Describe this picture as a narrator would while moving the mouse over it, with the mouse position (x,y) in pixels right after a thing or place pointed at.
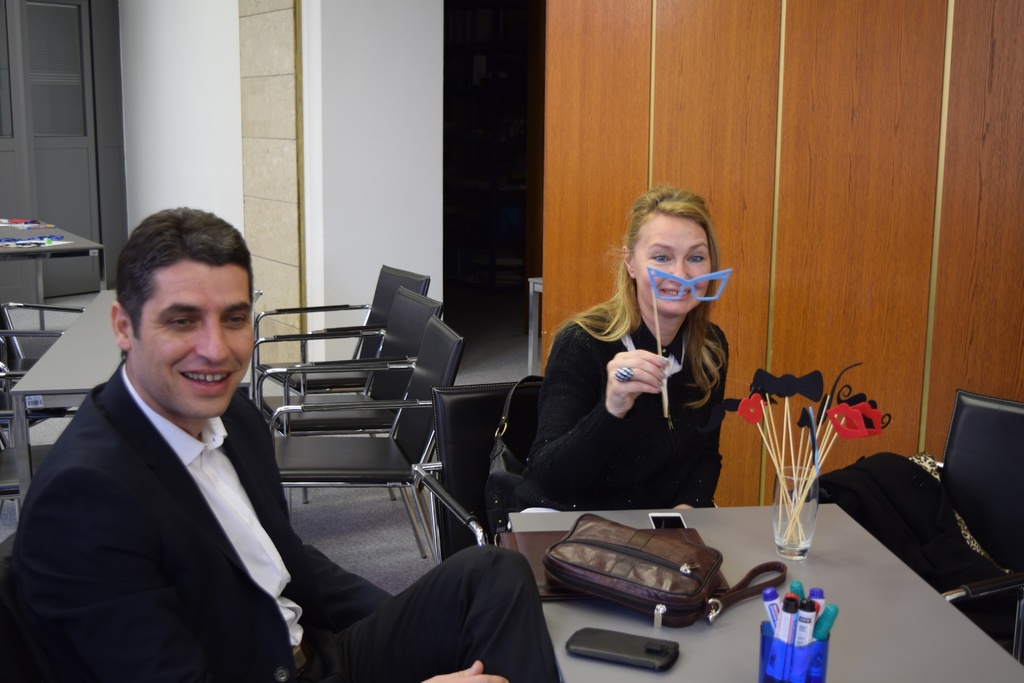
The image is inside the room (508,361). In the image there are two persons (638,324) man (76,418) and woman (621,317) are sitting on chair (431,469) in front of a table (886,617), on table (890,595) we can see a glass (790,492), mobile (662,523), purse (643,542) in background (577,289) we can see a table (21,235) and a wall (134,89).
